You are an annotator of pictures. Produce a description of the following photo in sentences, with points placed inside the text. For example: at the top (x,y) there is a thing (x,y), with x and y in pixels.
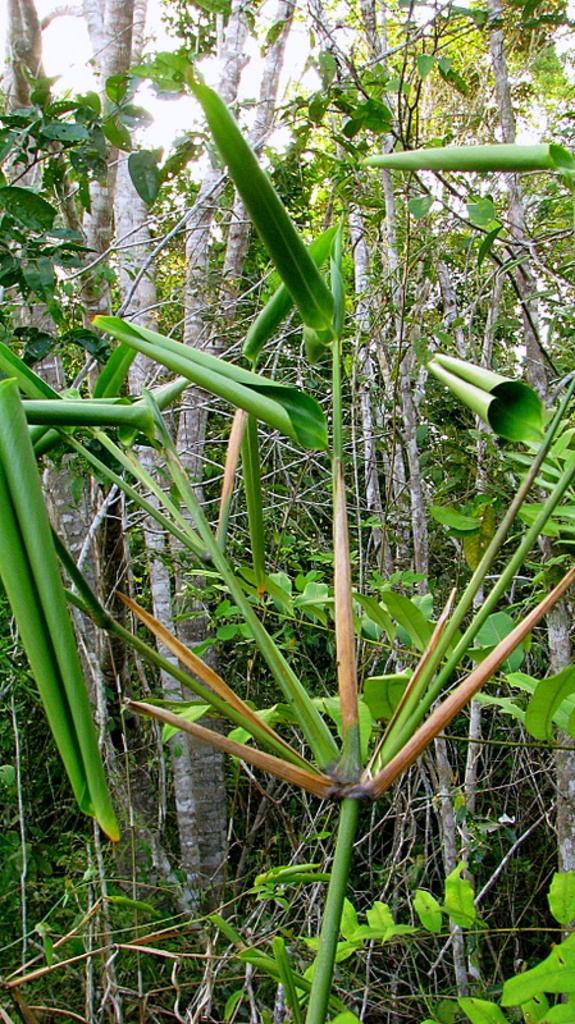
In this image I can see few green trees (315,533) and dry grass (227,953).
